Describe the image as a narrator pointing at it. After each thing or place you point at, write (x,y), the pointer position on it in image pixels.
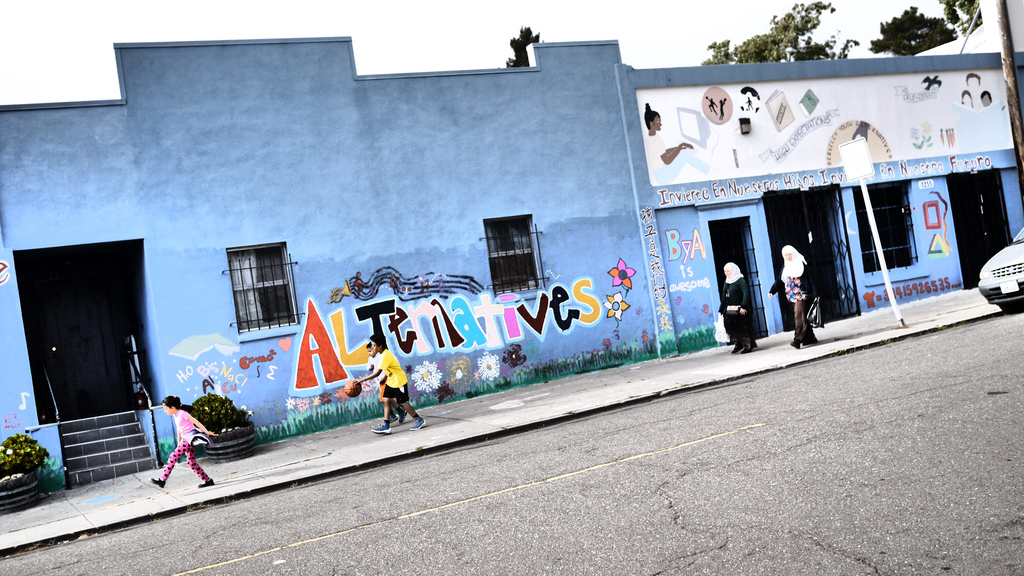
In this image at the bottom (467,570) there is a road (750,447), on the road (759,434) there is a vehicle (1015,252) on the right side (1015,272), beside the road (723,448) there is a building (167,209), in front of building (332,261) there are peoples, flower pots (249,433) on which there are some plants (214,402), poles (864,179), at the top (628,56) there is a sky (862,19) and trees (911,16) visible, there is a staircase (103,458) visible in front of the building (169,387).
